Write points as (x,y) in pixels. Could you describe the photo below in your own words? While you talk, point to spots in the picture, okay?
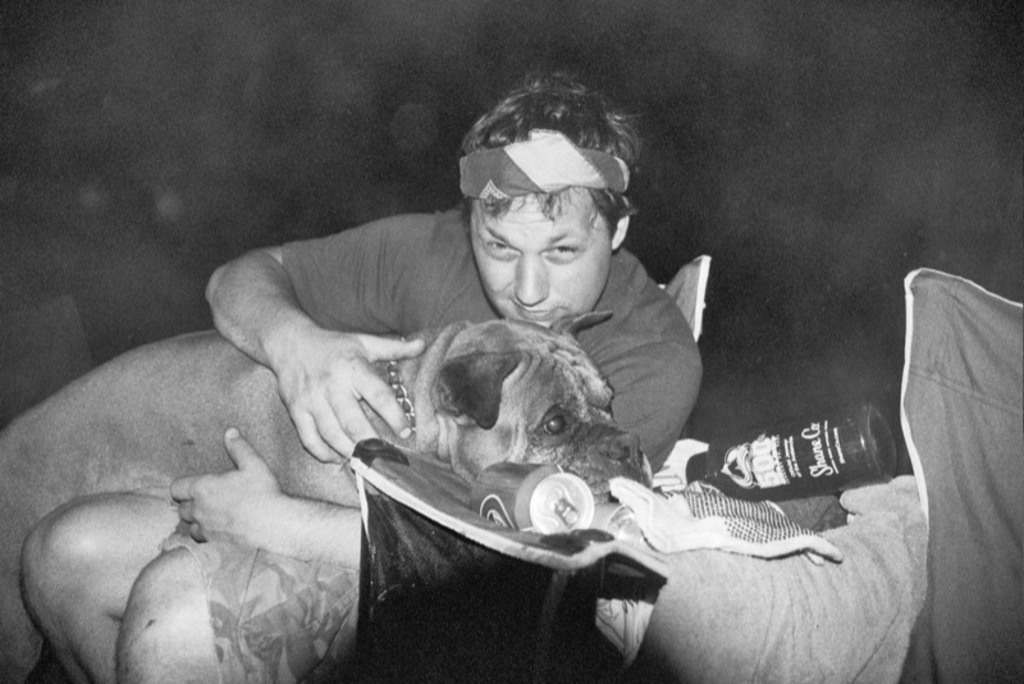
In the given image we can see a person (484,292), dog (460,382), can (504,479) and a bottle (736,458).
